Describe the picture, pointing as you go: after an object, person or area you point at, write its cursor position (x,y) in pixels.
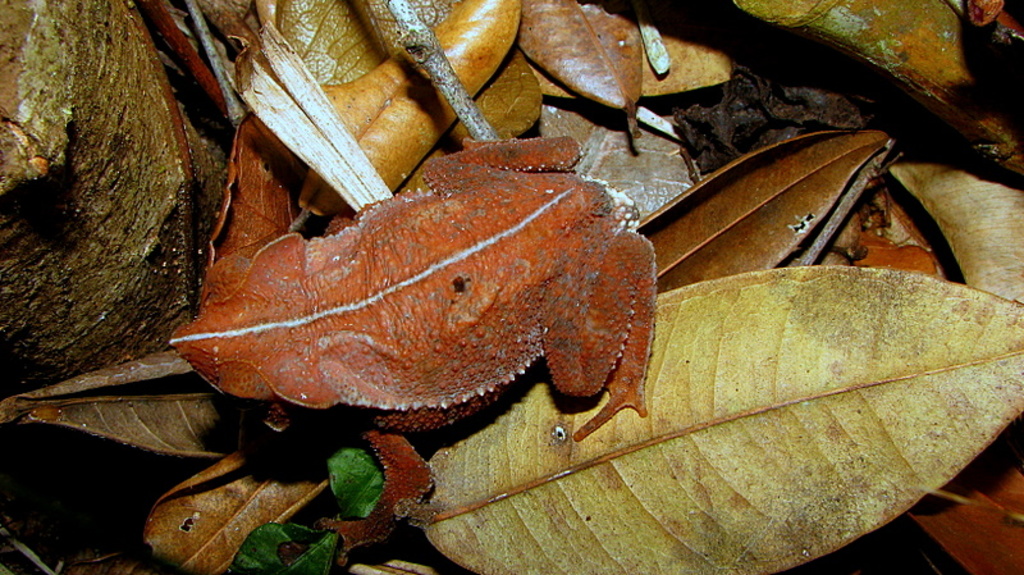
In this image, It looks like a frog (283,313), which is on the dried leaves (271,504). On the left side of the image (122,328), I think this is a tree trunk (65,132).
